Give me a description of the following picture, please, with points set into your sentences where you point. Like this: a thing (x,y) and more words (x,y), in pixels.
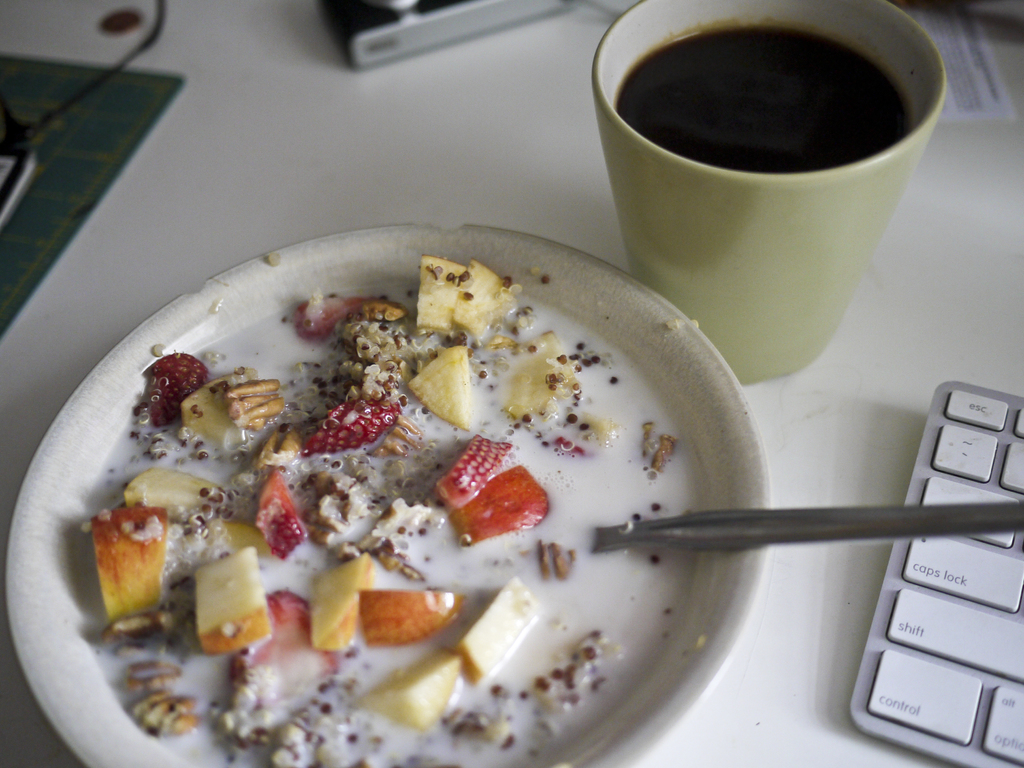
In the image there is a white bowl (636,339) with milk (331,567) and pieces of apples (157,516) and few other items (368,494) in it. And also there is a spoon (917,532) in it. At the right corner of the image (921,545) there is a keyboard (966,459). Behind the bowl (675,357) there is a cup (623,177) with black color liquid (759,127) in it. And on the white surface (297,161) there are few items (425,42) on it.
